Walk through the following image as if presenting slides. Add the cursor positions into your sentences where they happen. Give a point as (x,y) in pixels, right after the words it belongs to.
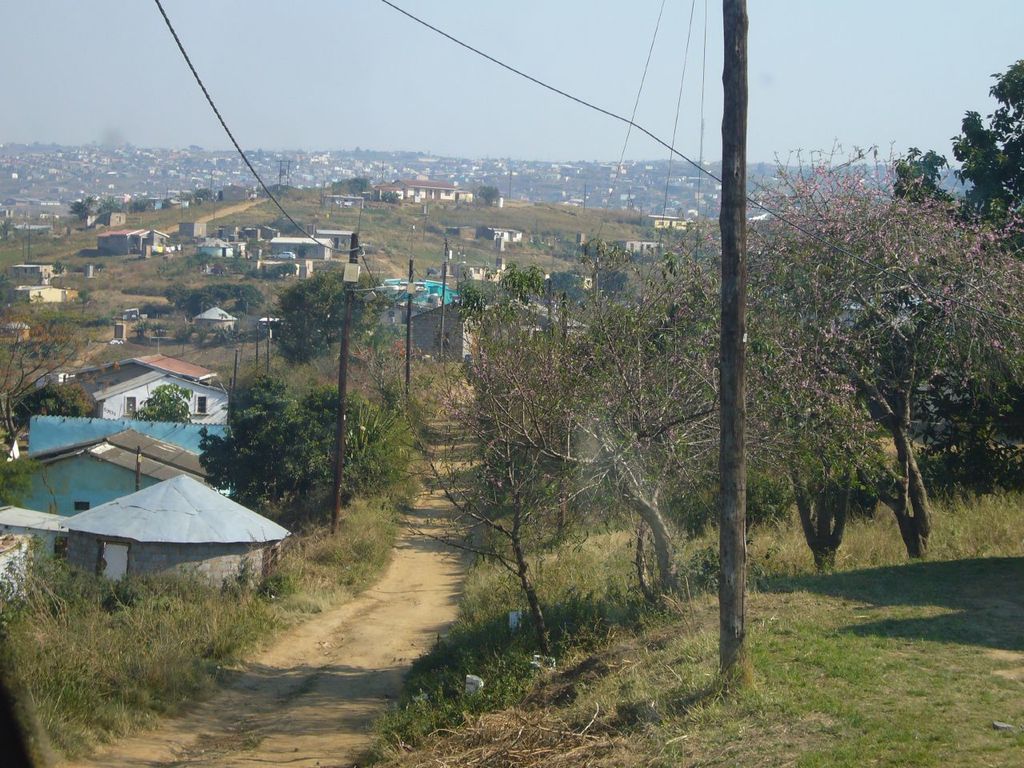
In the picture I can see a way (382,627) and there is greenery ground (365,543) and trees (476,472) on either sides of it and there are few poles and buildings (329,233) in the background (342,248).
